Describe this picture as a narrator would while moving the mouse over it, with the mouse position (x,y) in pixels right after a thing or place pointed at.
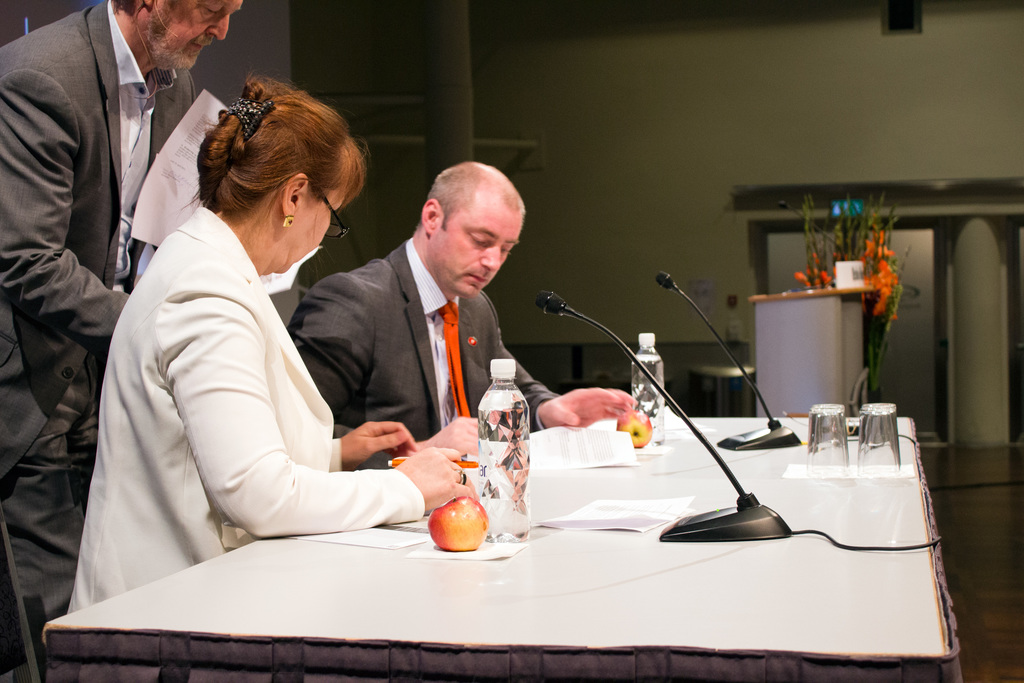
In this image there is a woman (252,360) and a man (377,379) sitting on the chairs (5,646) at a table (279,607). They are holding pens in their hands (441,436). On the table (733,429) there are microphones (756,437), glasses (847,440), bottles (642,382), papers (585,447), tissues (500,551) and apples (640,422). Behind them there is another man (77,258) standing. He is holding papers (155,204) in his hand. Beside the table (757,458) there is a podium (761,331). There are flowers (854,246) and a cup (849,286) on the podium (835,288). Behind it there is a cupboard (901,209) to the wall (742,108).
